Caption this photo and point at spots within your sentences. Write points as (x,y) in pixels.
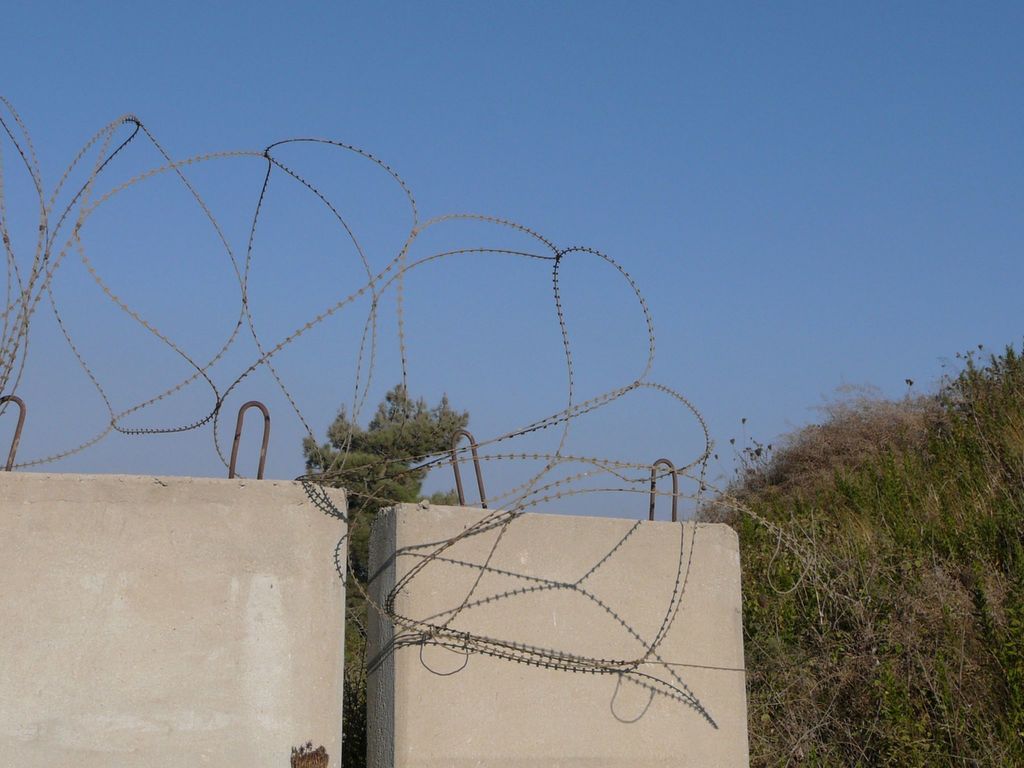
In this image there are walls (500,640), plants (968,763), iron wire (630,387), and in the background (654,288) there is sky (711,259).
